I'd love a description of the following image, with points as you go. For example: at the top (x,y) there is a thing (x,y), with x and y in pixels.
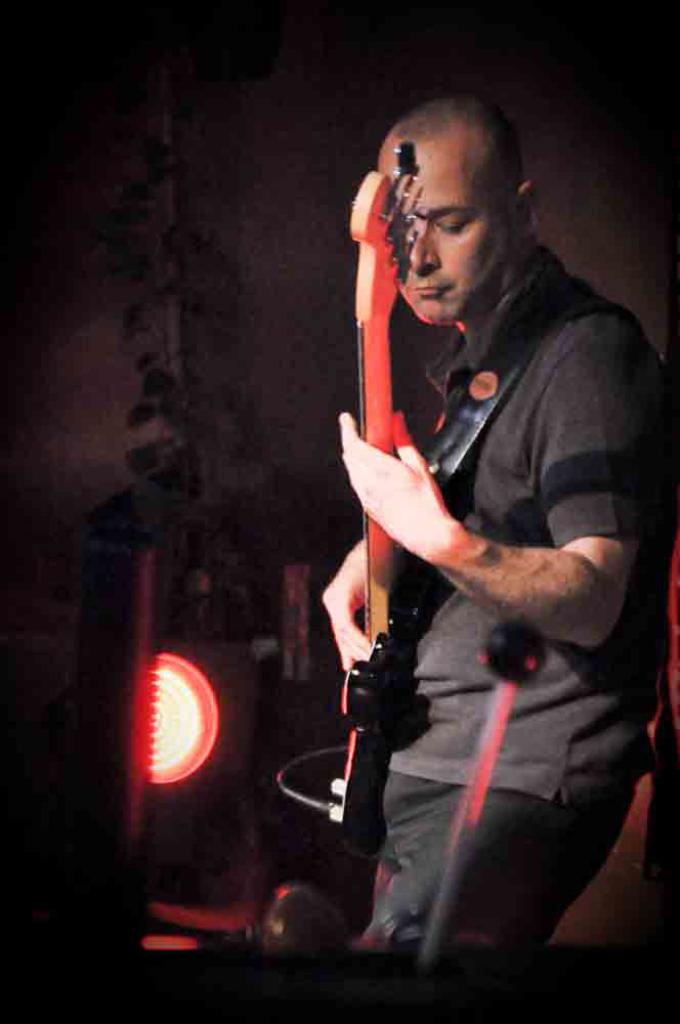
In this picture a man (484,489) is playing guitar (362,726), in the background (184,721) we can see a plant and a light (190,710).
